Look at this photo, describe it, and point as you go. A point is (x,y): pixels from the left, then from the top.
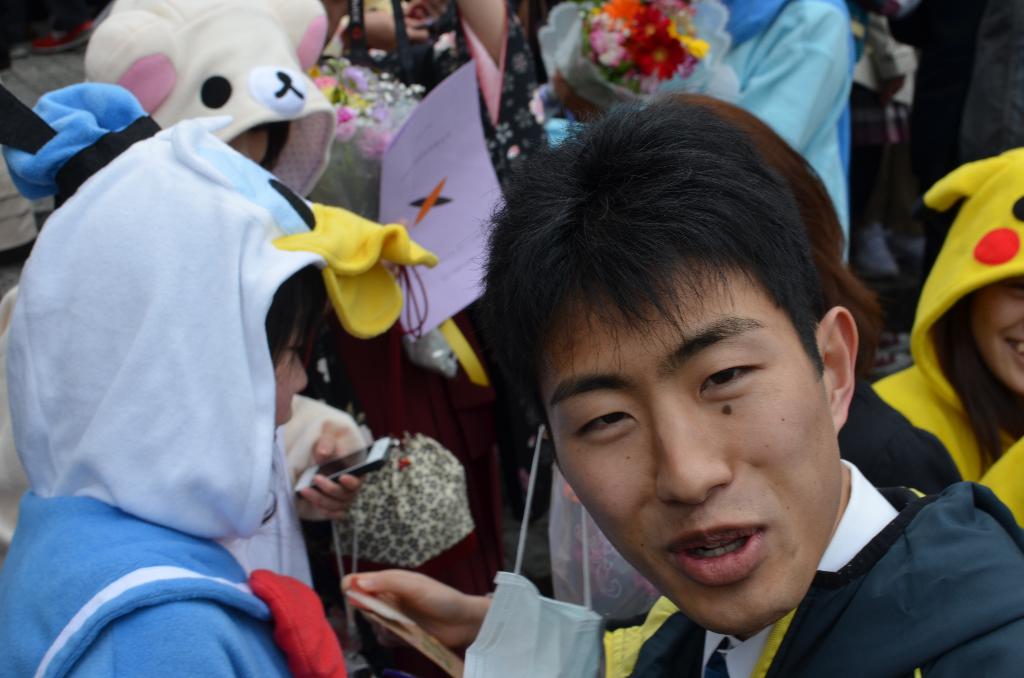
In this image we can see people (966,406), flowers (689,55) and paper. One person (325,484) is holding a mobile (371,462).
